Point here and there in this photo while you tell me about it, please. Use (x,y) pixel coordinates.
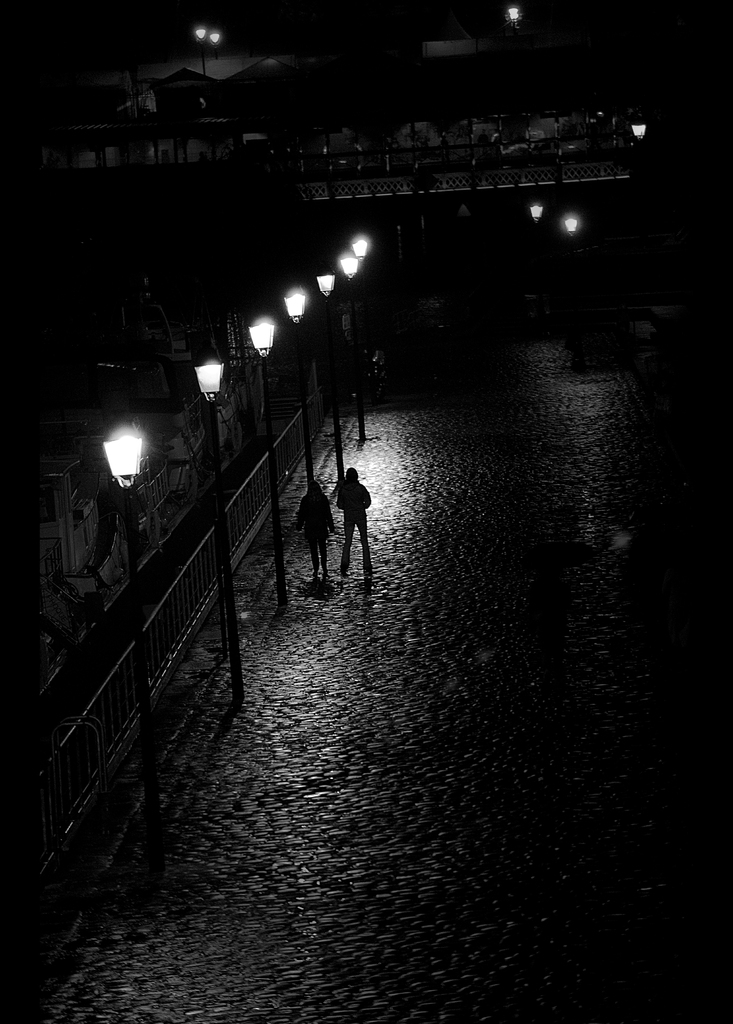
In the middle (335,398) I can see two persons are standing on the road (404,621), light poles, buildings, bridge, trees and the sky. This image is taken may be during night.
